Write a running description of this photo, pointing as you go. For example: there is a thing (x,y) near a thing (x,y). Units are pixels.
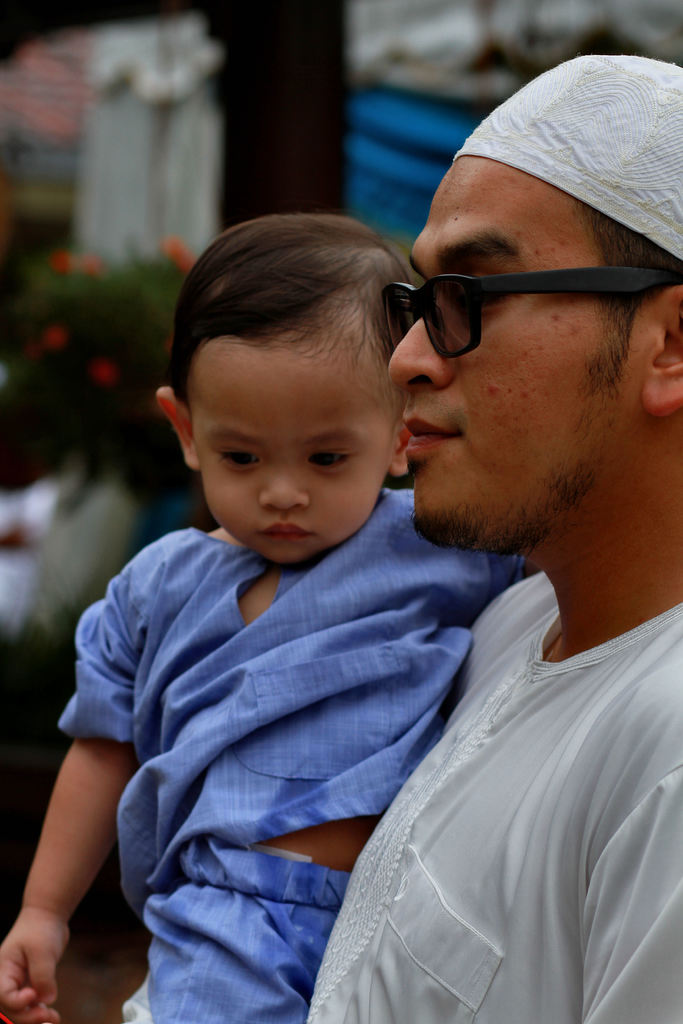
In this image we can see the man (446,421) wearing the glasses (444,341) and holding the boy (228,891). In the background (63,306) we can see the plant (63,306) and some part of the image is not clear.
